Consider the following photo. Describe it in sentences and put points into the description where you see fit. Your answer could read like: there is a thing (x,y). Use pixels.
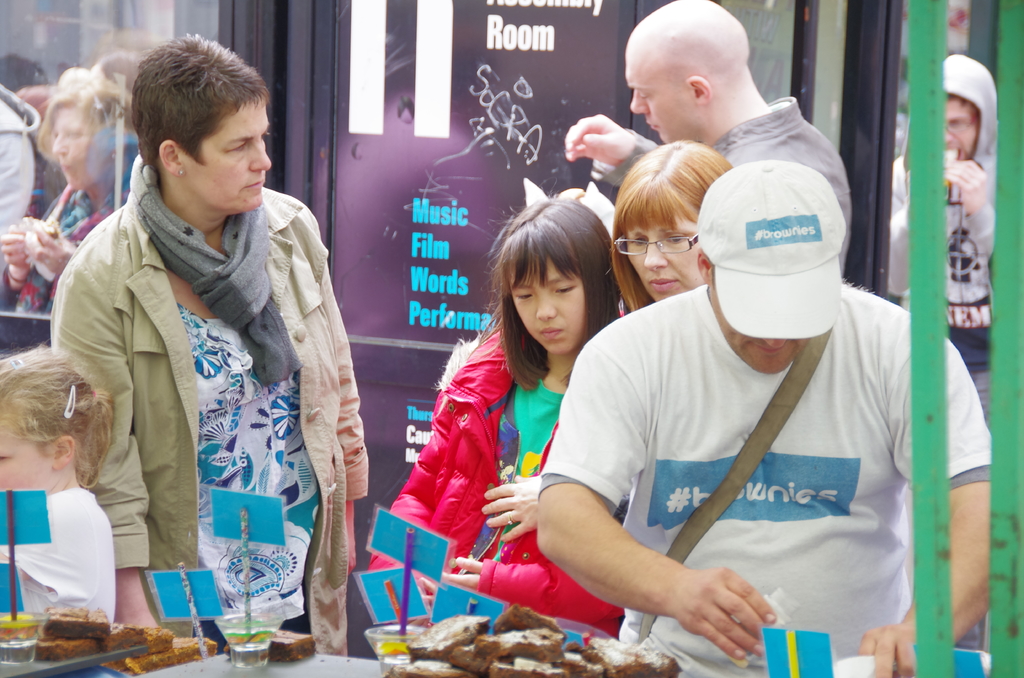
In this image we can see a few people (165,243), some of them are eating food (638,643), there are some food items (439,645), bowls (372,643), cards (370,584), also we can see a poster (497,76) with some text (447,258) written on it.
